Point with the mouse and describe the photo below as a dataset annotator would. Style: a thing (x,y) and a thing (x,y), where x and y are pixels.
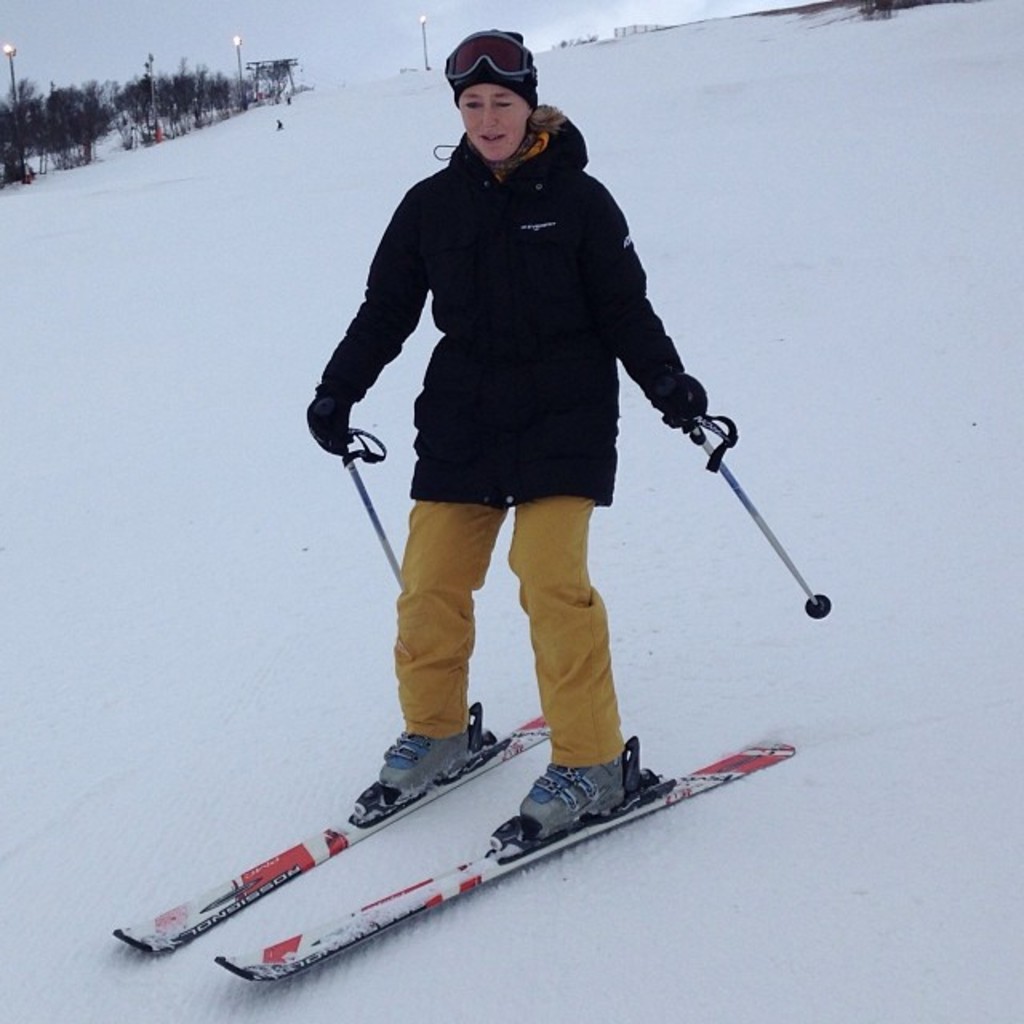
In this picture there is a lady (533,188) in the center of the image (571,355), she is skiing and there is snow (731,398) around the area of the image and there are trees (105,105) in the top left side of the image (171,88).
